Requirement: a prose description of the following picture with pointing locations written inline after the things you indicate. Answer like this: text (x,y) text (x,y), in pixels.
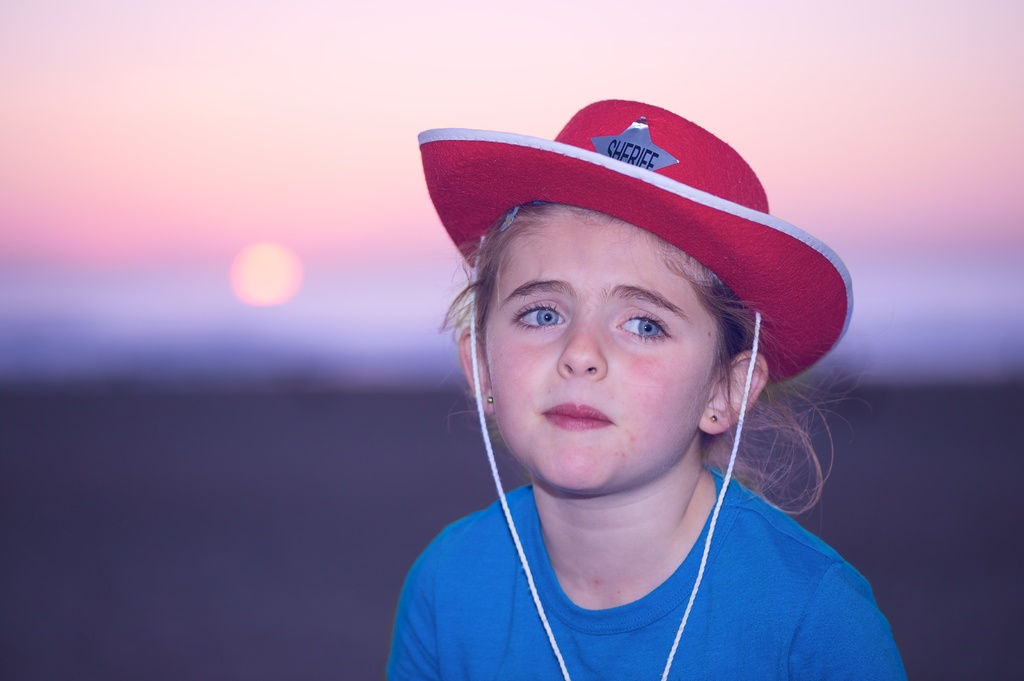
This image consists of a girl (552,622) wearing a blue T-shirt (754,597). She is also wearing a red hat (623,190). In the background (292,286), we can see the sun (263,283) in the sky (202,138).
